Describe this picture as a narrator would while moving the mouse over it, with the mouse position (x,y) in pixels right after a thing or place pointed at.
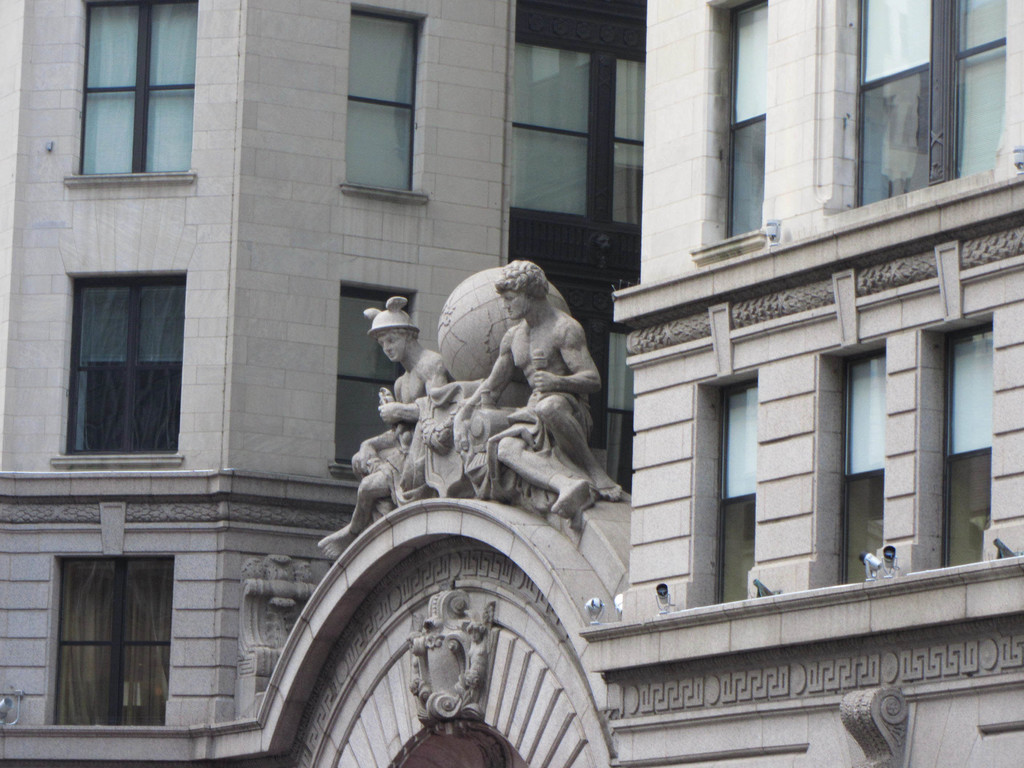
In this image, we can see sculptures (490,483) and designs (378,693) on the wall (341,685). Here we can see few lights (622,606). Background (164,730) we can see buildings (251,271), walls (243,343), glass windows (620,200).
